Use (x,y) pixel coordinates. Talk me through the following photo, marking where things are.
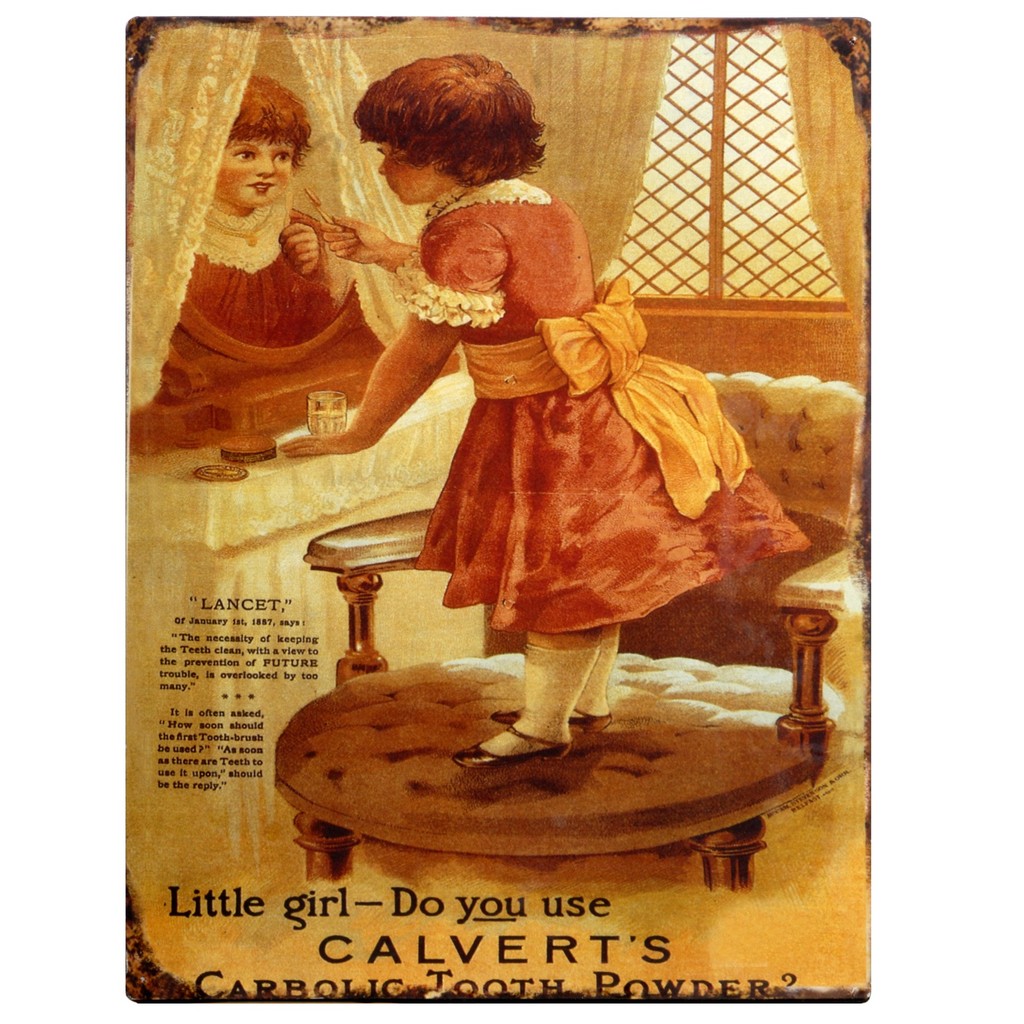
In this picture I can see a poster (349,412) on which a girl (481,331) standing on the chair (440,812) in front of the mirror (355,396) and holding a brush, we can see some text (205,762) on the poster (246,804).
